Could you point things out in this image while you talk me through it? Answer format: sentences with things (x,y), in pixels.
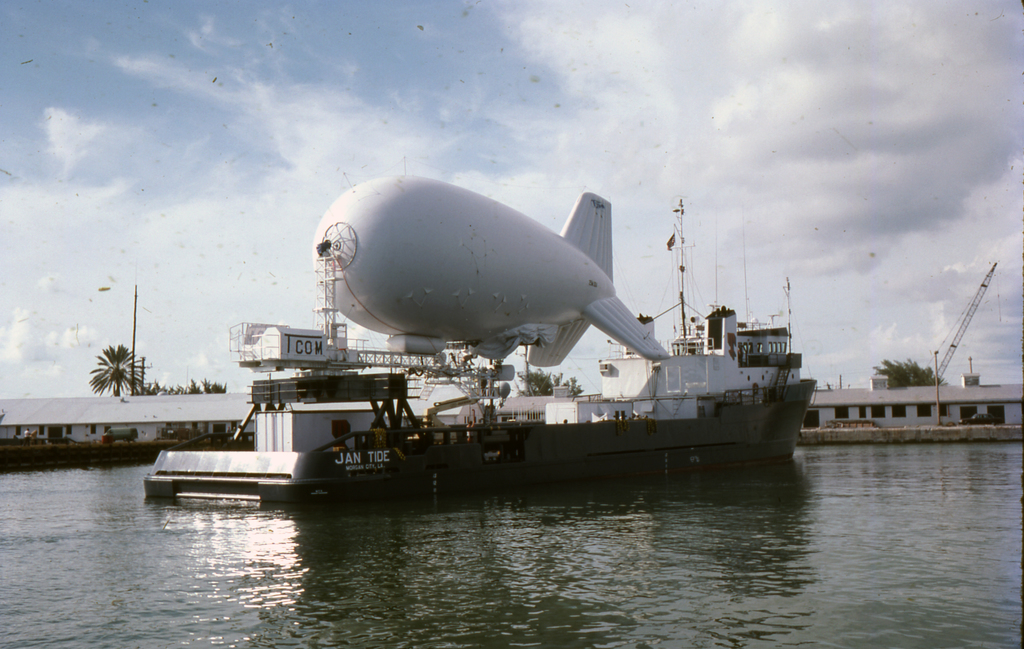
In this image there is a ship (572,474) in the water (515,499). At the top (352,61) there is the sky (324,85). In the background (146,422) there are shed (843,408) and buildings (905,401). Above the ship (511,422) there is a blimp (475,268).
